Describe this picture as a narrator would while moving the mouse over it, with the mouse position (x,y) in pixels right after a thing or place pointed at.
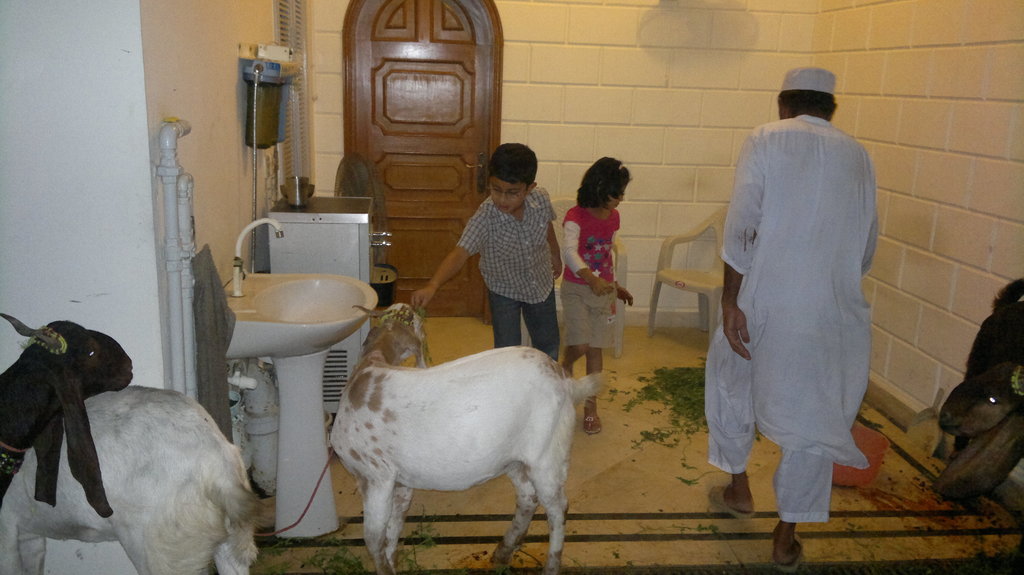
In this image I can see few goats (87,477), two children (594,226) and a man (857,171). On the left side of the image (328,325) I can see a sink (312,301), a water tap (234,268), a water cooler (272,253), an object (245,133) on the wall (200,168) and on the right side of the image (874,432) I can see a container (859,435). In the background (689,272) I can see a door (385,88), a chair (689,272) and I can also see green things (697,383) on the floor (771,464).
